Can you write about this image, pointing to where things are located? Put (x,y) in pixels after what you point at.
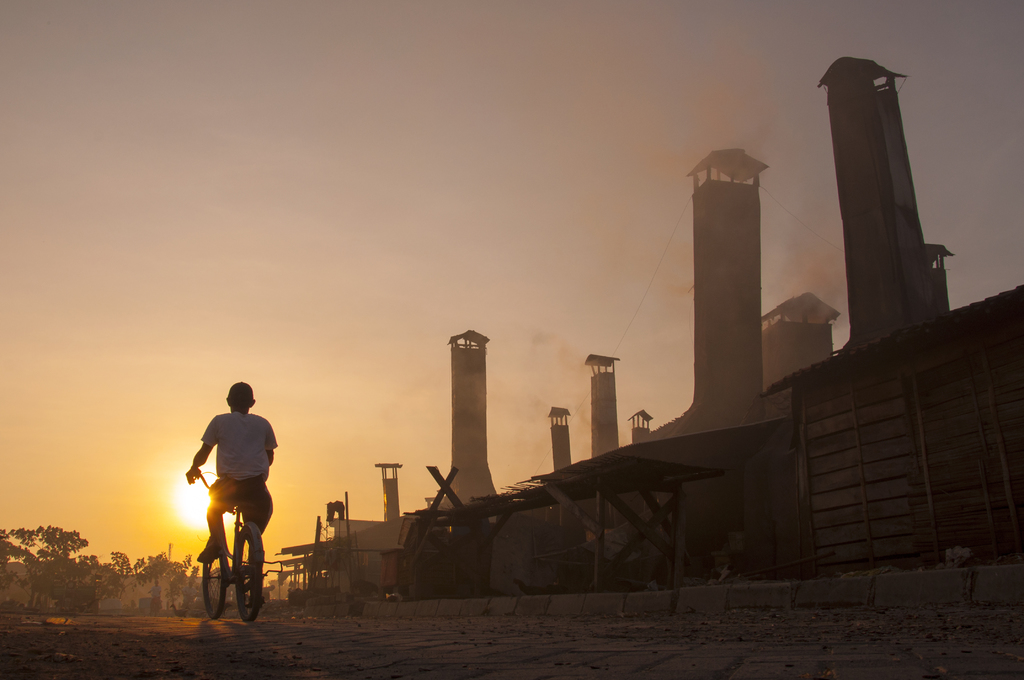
On the left side of the image (247,473) we can see a person (240,489) riding bicycle (219,583). On the right (720,402) there are towers (603,393) and a fence (853,473). In the background (267,265) there are trees (41,564) and sky (443,405). We can see the sun (204,499).
